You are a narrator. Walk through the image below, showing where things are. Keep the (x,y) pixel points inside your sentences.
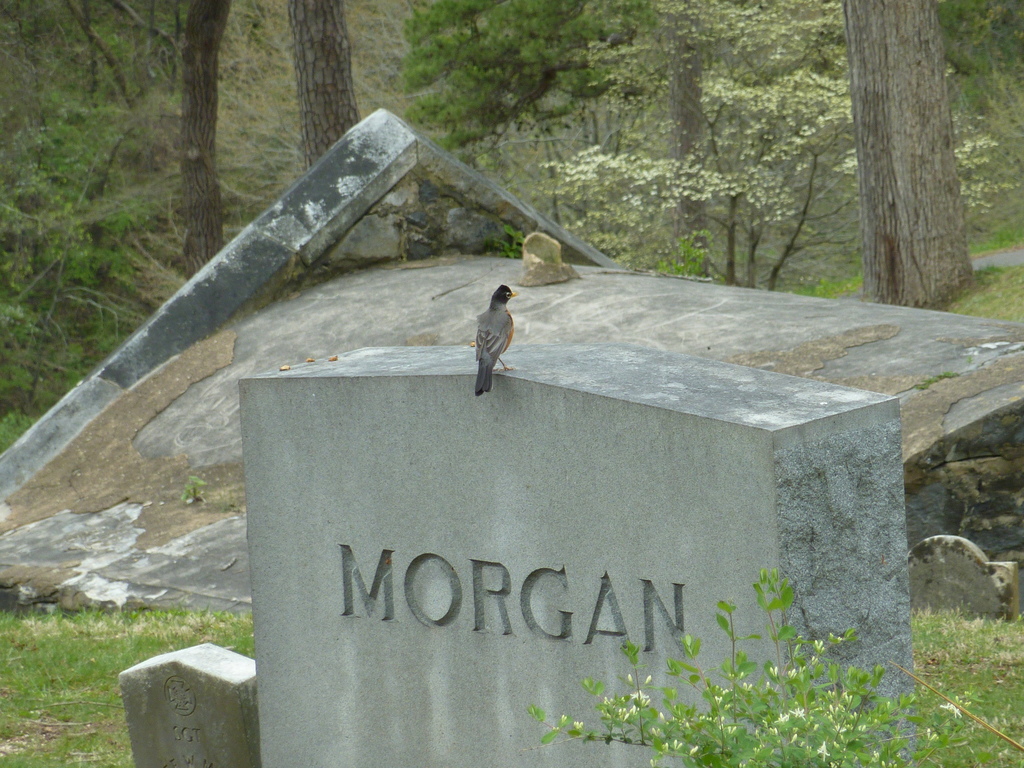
In the picture we can see bird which is on the surface (519,510) of a stone wall (733,593) and in the background of the picture (544,23) there are some trees (553,111).
